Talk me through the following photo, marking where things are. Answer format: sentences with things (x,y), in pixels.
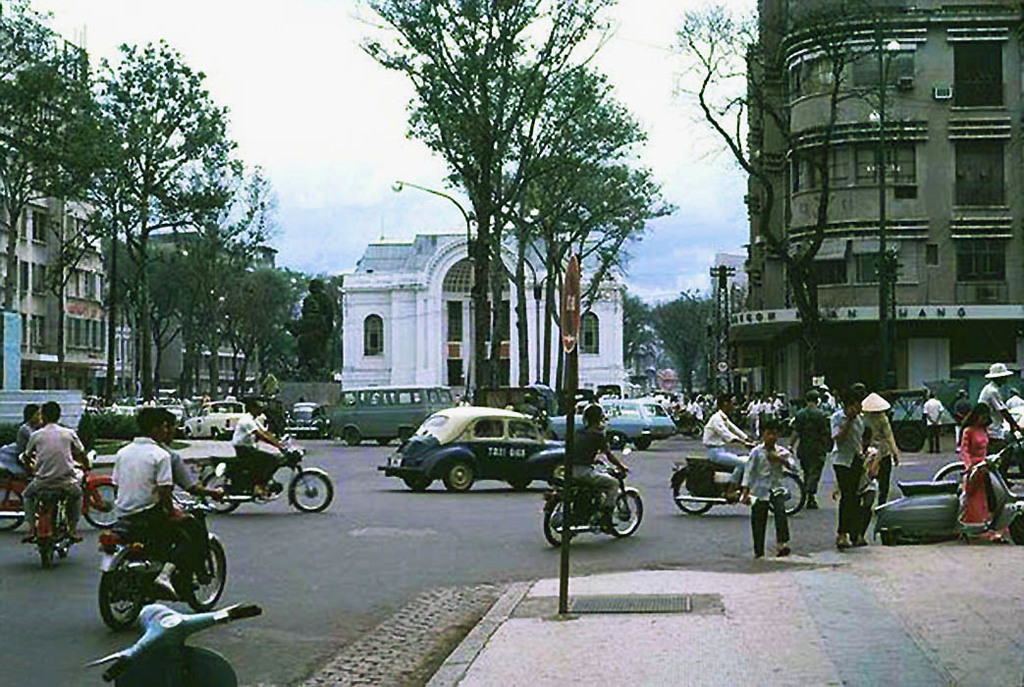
In this picture I can observe some vehicles (596,486) moving on the road (320,454). On the right side (852,405) I can observe few people (817,456) walking on the road (663,457). In the background (418,338) there are trees (554,253), buildings (393,240) and some clouds (282,93) in the sky (313,91).
